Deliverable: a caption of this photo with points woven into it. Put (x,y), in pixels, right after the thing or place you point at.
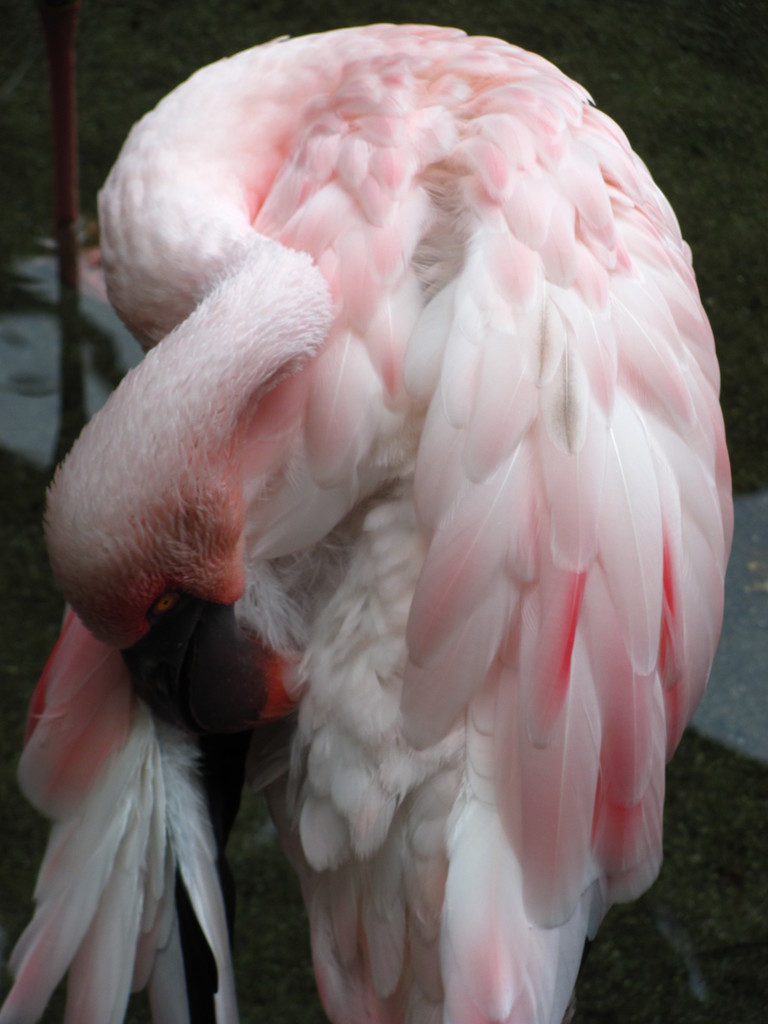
As we can see in the image in the front (526,114) there is a white color bird (408,395) and the background (648,29) is dark.
